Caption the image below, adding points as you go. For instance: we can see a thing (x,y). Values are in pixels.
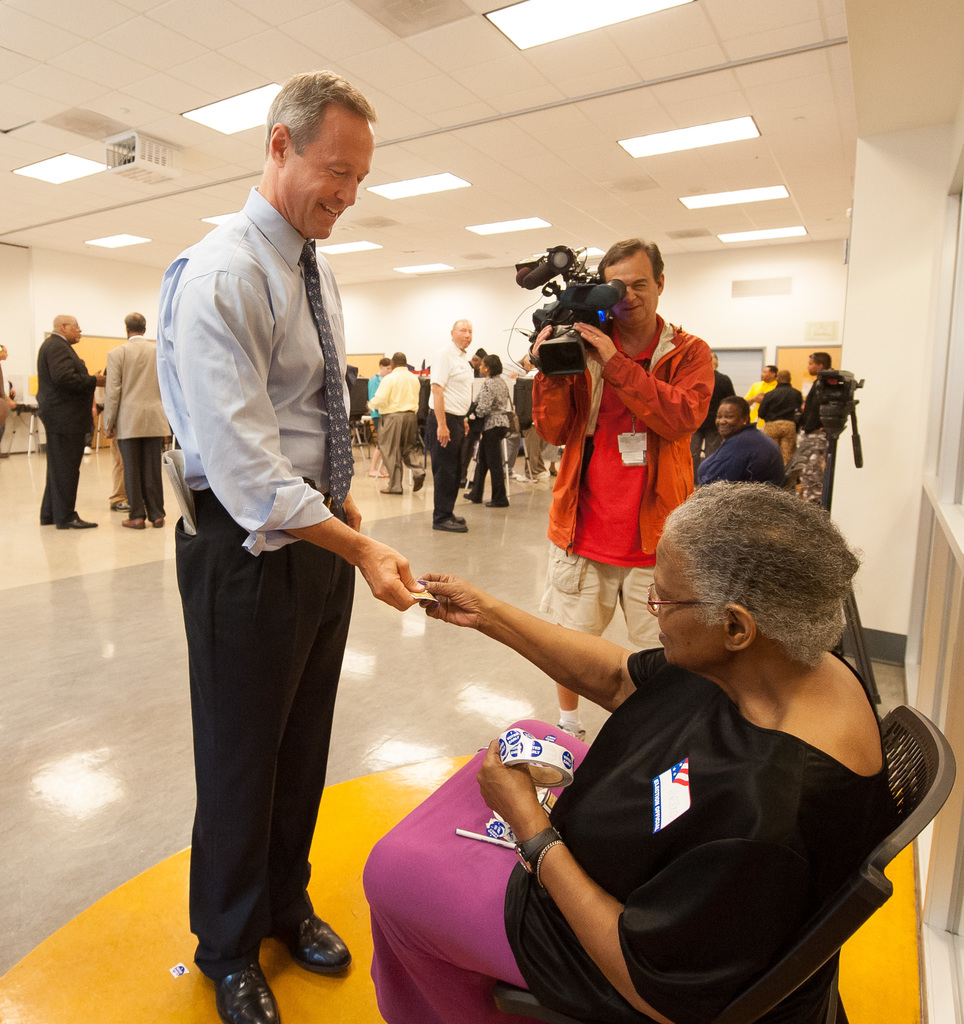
Here we can see people (731,468). This woman (643,850) is sitting on a chair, holding an object (421,596) and giving it to the opposite person (391,583). Another person (616,365) is holding a camera (591,309). Background (821,321) there are people (458,378) and wall (914,384). Lights (136,238) are attached to the ceiling (92,232).
